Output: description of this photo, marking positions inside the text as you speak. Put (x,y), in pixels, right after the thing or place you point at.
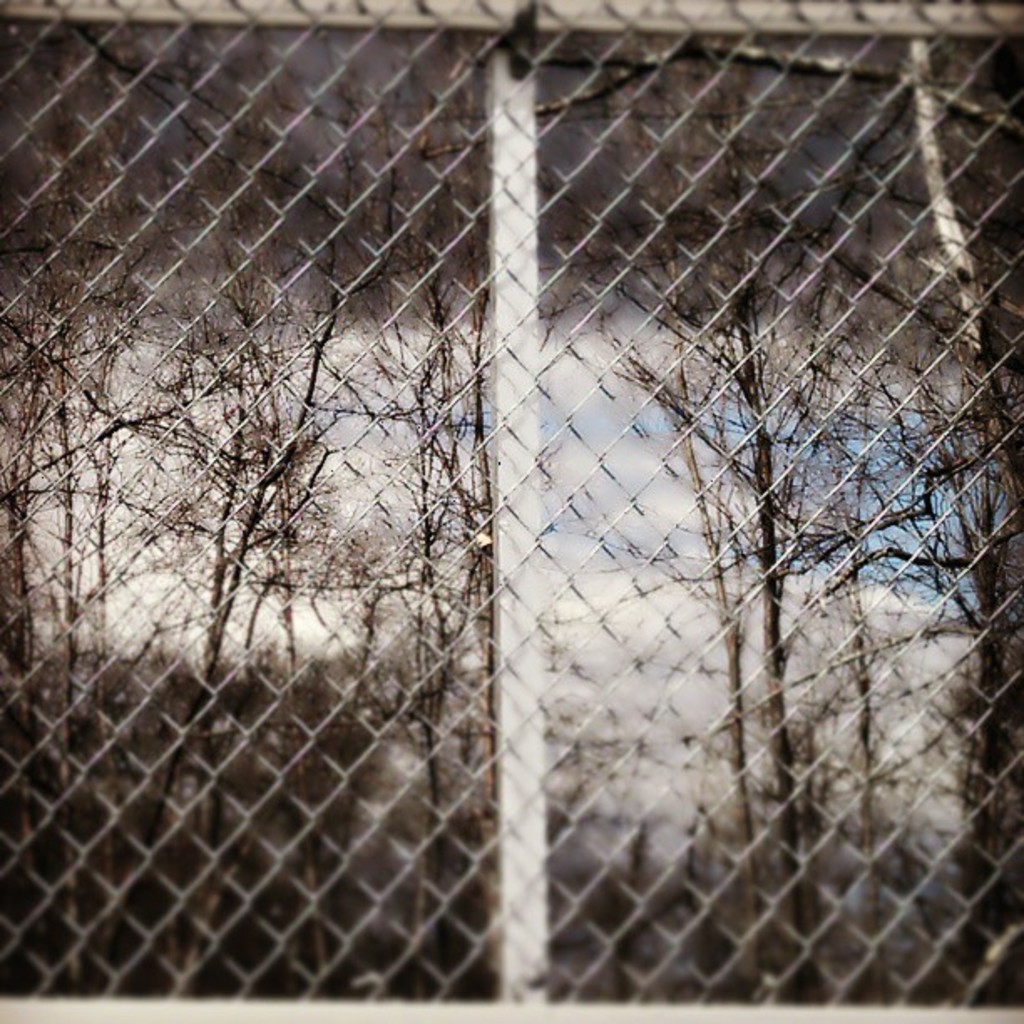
Through this mesh (701,343) we can see bare trees (875,479) and cloudy sky (639,459). Backside of this mesh (569,728) there is a rod (513,766).
